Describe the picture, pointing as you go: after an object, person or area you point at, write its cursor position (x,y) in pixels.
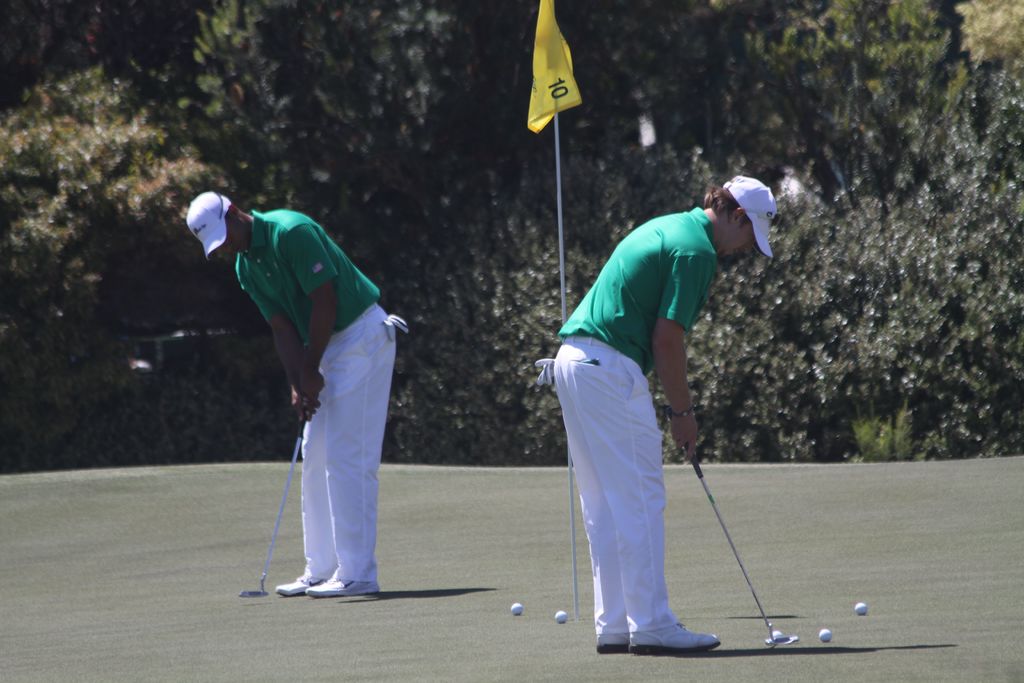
There are two persons (368,283) wearing cap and holding golf sticks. On the ground (873,558) there are balls (519,612). Also there is a flag (539,106) with a pole (560,209). In the background (354,162) there are trees (876,244).
